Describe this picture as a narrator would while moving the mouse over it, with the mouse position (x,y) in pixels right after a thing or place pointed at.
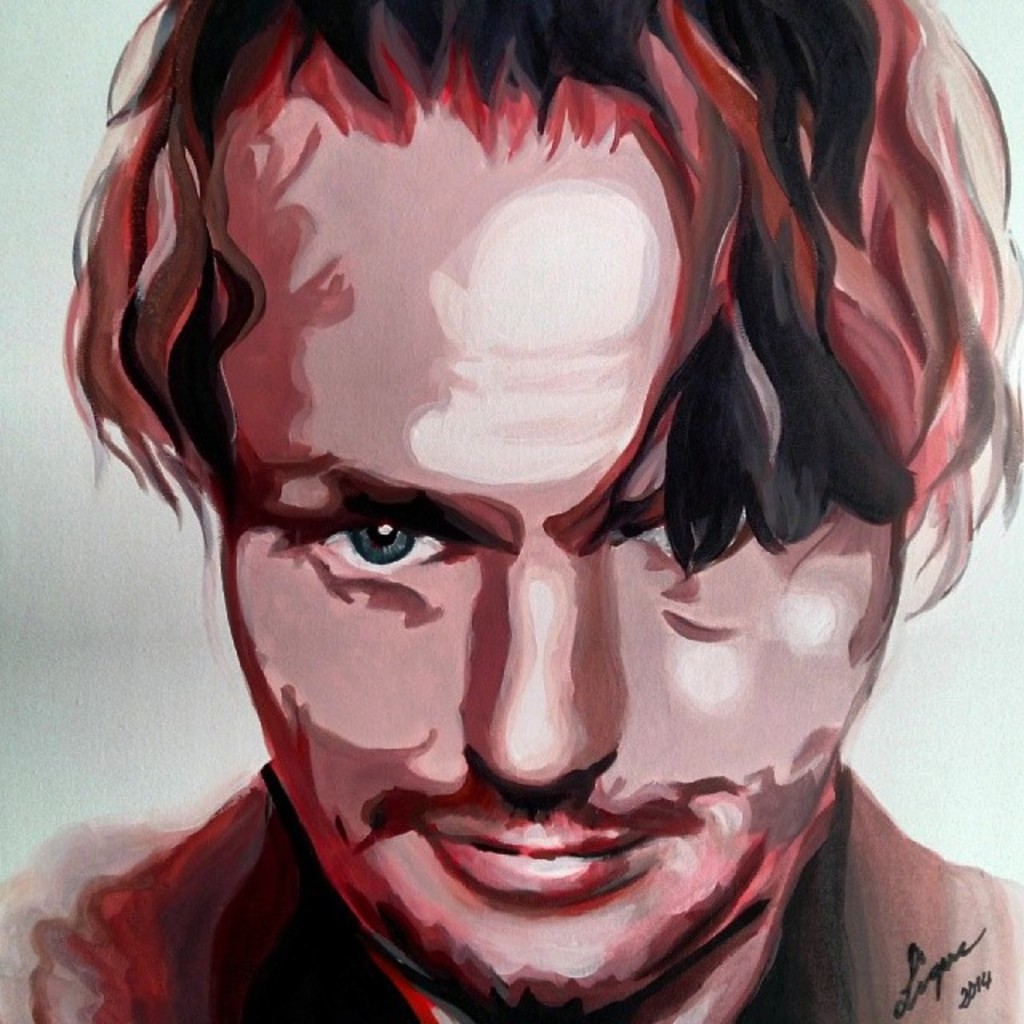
In this picture, we see the illustration (592,677) of the painting (763,530) of the man (553,438). In the background (165,683), it is white in color.
